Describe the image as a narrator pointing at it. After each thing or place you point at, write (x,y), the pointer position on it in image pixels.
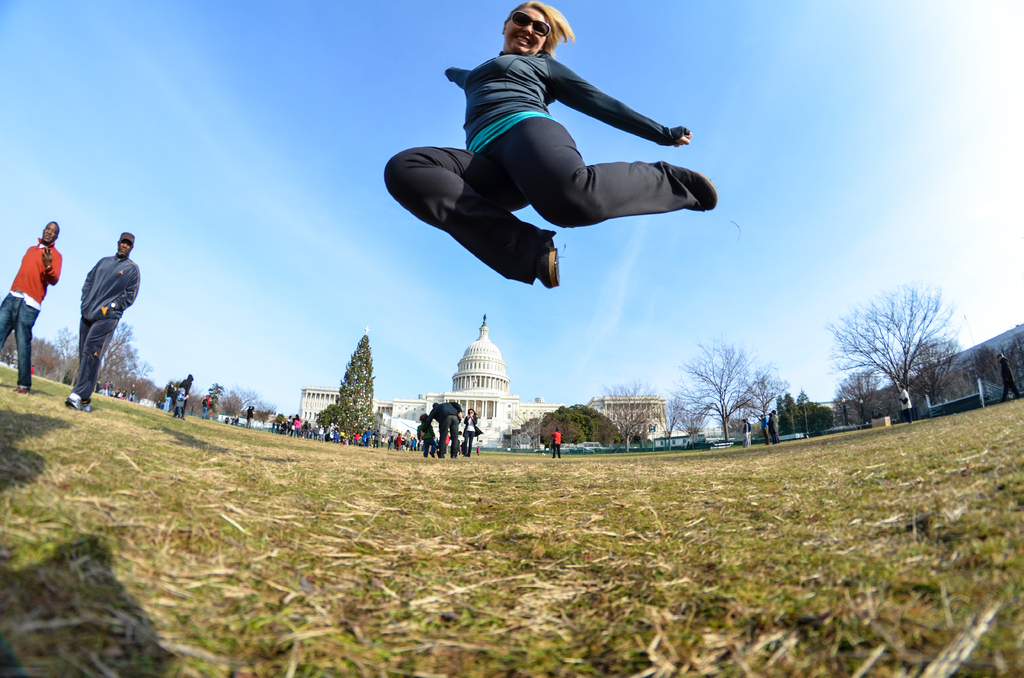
In this picture I can see a woman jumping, there are group of people (396,448) standing, there are trees (540,429), there is a building (616,414), and in the background (622,264) there is sky (687,220).
